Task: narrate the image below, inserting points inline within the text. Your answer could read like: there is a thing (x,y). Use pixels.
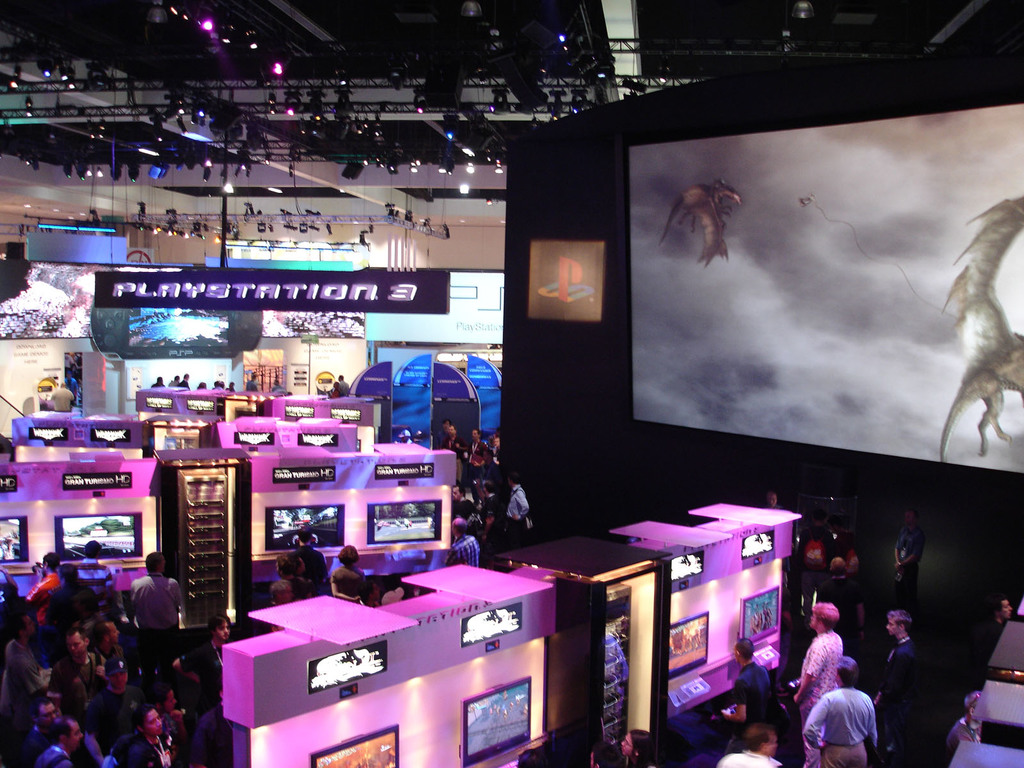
In this image I can see few screens (487,731) and white and pink color boards (429,704). I can see group of people (100,574) and large screen (653,240). Back I can see colorful borders (181,280) and lights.
